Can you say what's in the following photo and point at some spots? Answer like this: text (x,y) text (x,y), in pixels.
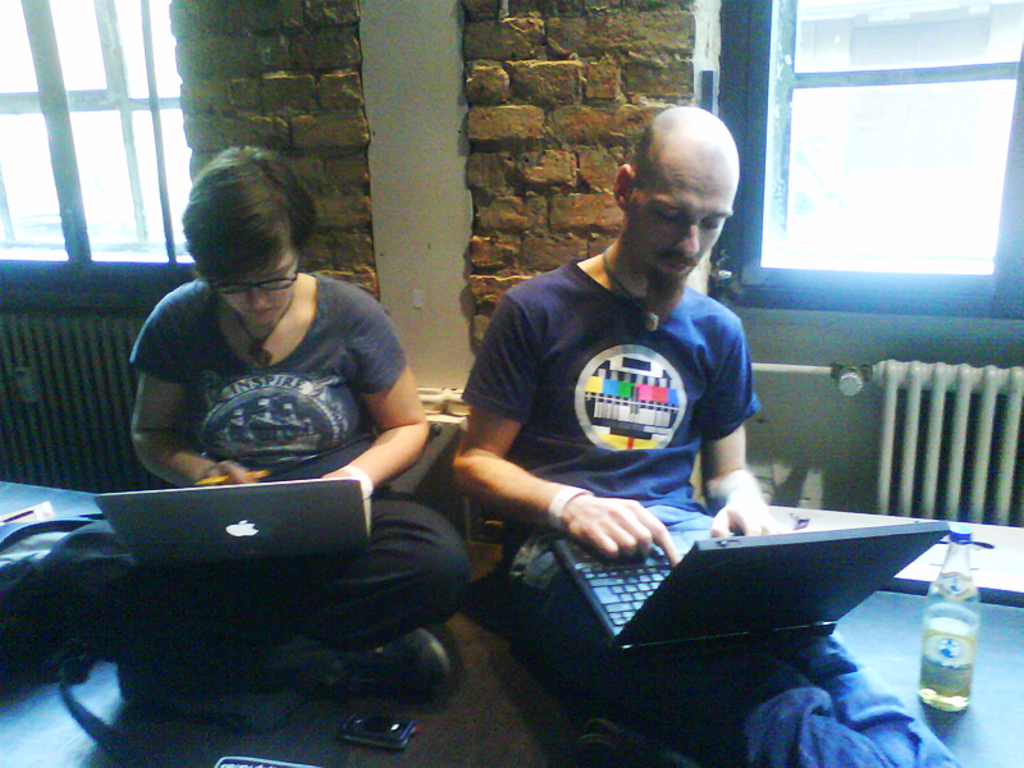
In this image I can see a man (539,437) and a woman (297,433) are sitting on the floor (386,765) and laptops (623,551) in their laps (579,613). I can see a bottle (967,601), a mobile (412,724), the wall (460,150) which is made up of bricks (355,84) and two windows (1,152).
